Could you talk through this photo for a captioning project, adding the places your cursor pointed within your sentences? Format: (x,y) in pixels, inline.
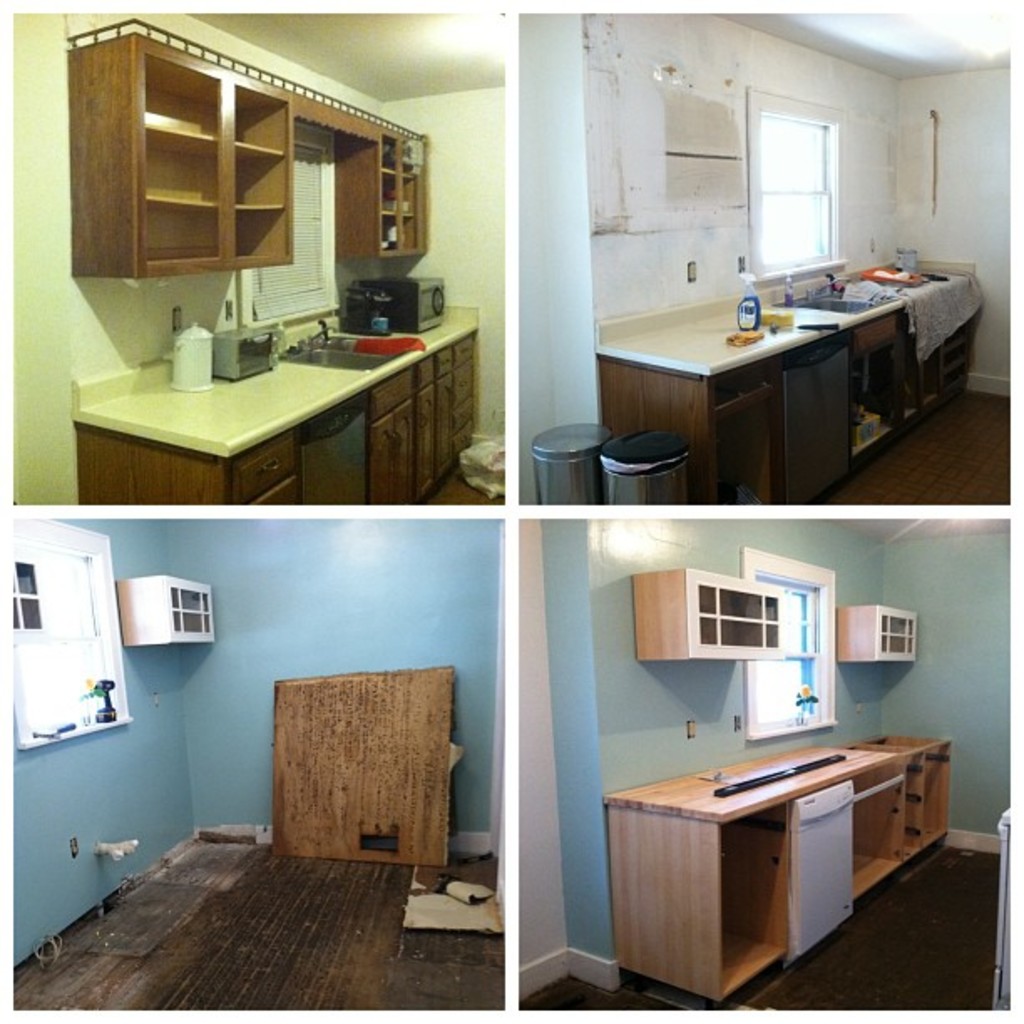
This image is a collage of a four images. In the first image we can see a countertop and there are things (386,343) placed on the counter top (305,385). At the top (192,272) there are cupboards (390,249). In the second image we can see a counter top (756,350) and there are bottles (756,302) and clothes (914,295) placed on the counter top (796,340). In the background (779,111) there is a window (815,230) and a wall (994,288). At the bottom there are bins (584,459). In the third image there is a window (113,714) and we can see a shelf (186,619). At the bottom (305,827) there is a cardboard (346,796). In the fourth image we can see a table (637,836) and there are shelves (644,636). We can see a window (783,730). In the background (935,610) there are lights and a wall (936,649).
